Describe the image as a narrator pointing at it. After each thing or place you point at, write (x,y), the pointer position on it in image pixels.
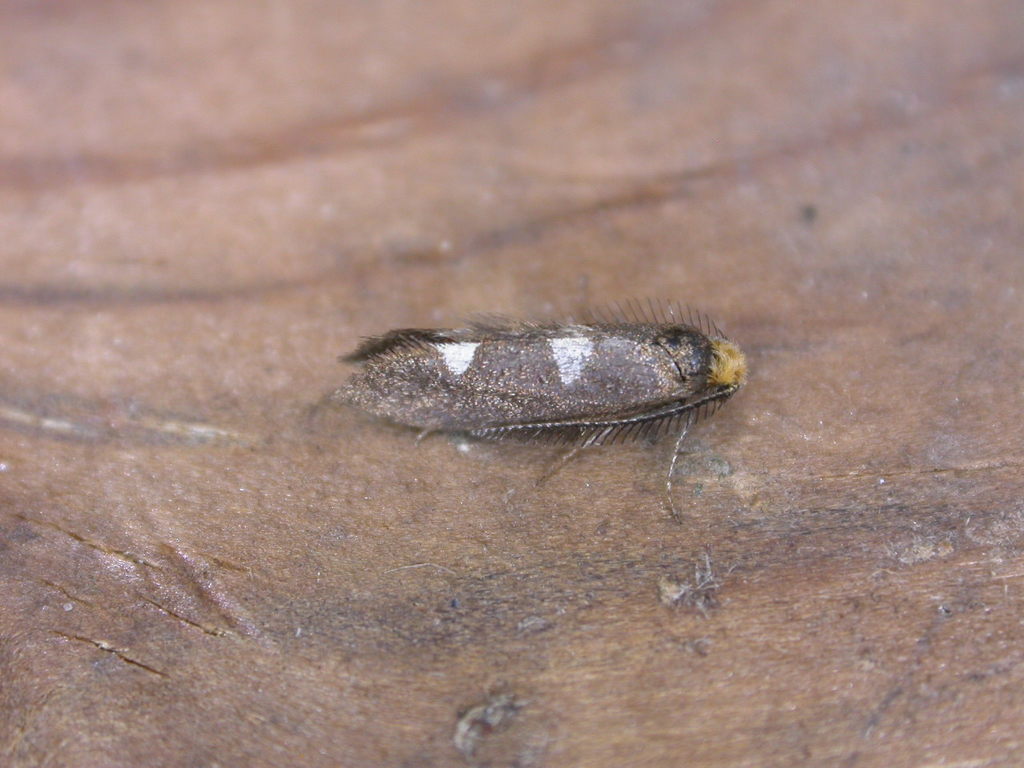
In this image, I can see an insect (570,454) on the wooden board (280,342).
